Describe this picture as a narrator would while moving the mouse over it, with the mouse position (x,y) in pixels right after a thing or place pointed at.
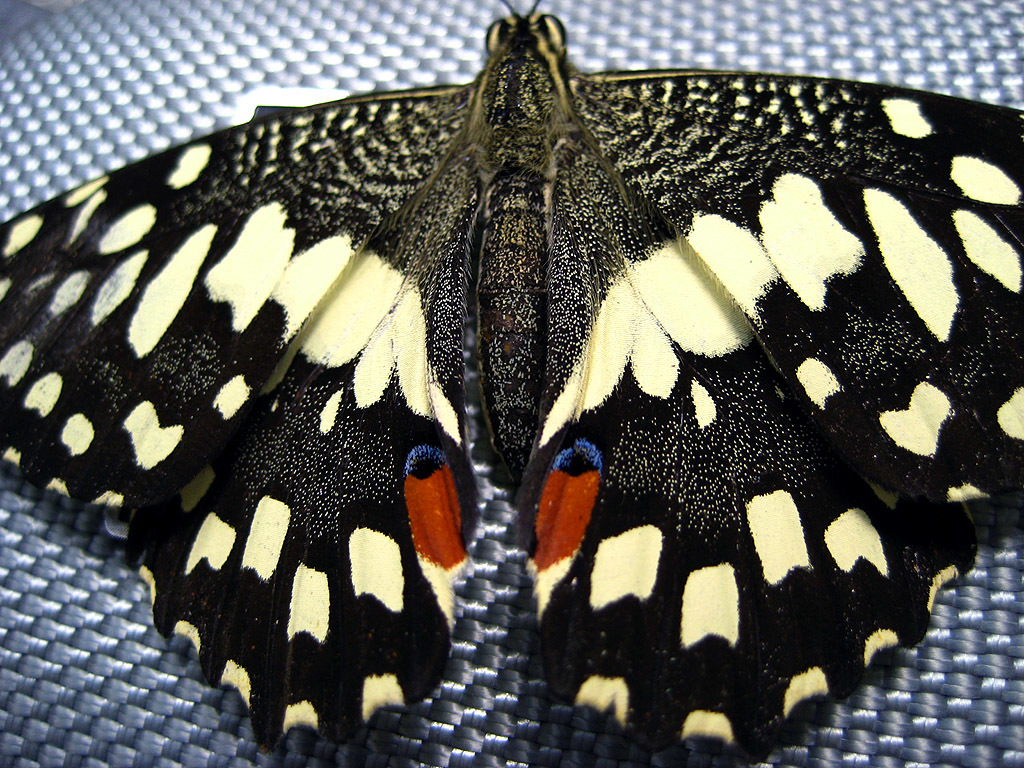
In the image we can see a butterfly (681,248), black, white, red and blue in color. This is a surface (543,709).
